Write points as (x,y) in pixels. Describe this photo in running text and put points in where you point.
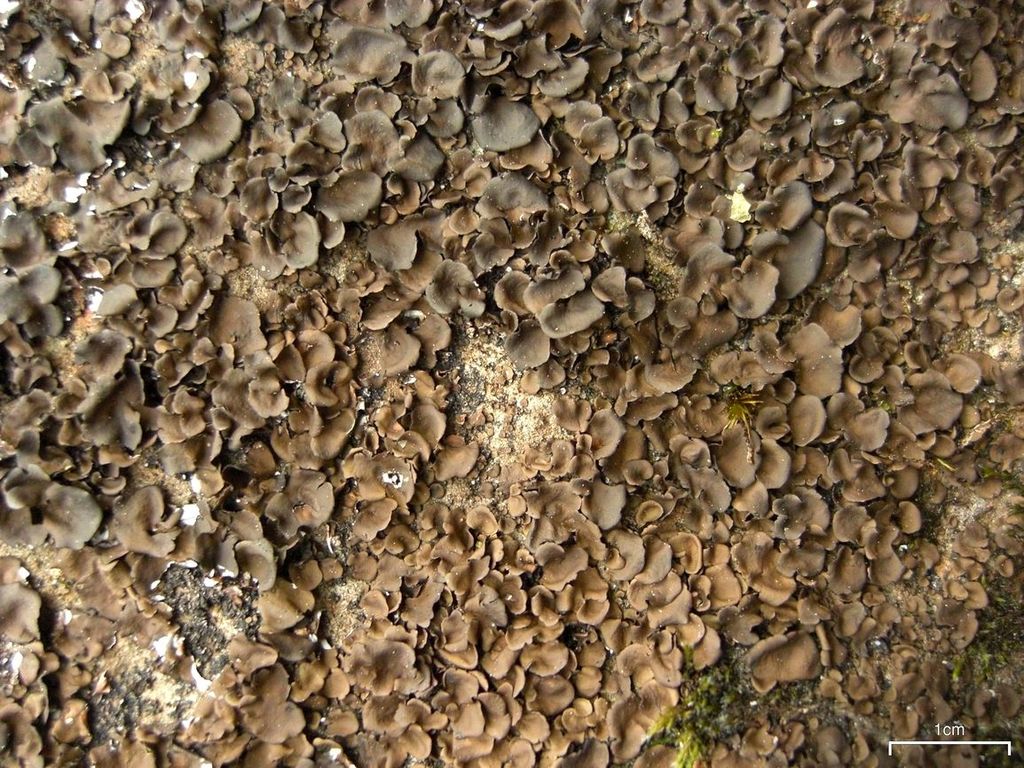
In this image we can see plants (756,343) on the ground (205,609).
